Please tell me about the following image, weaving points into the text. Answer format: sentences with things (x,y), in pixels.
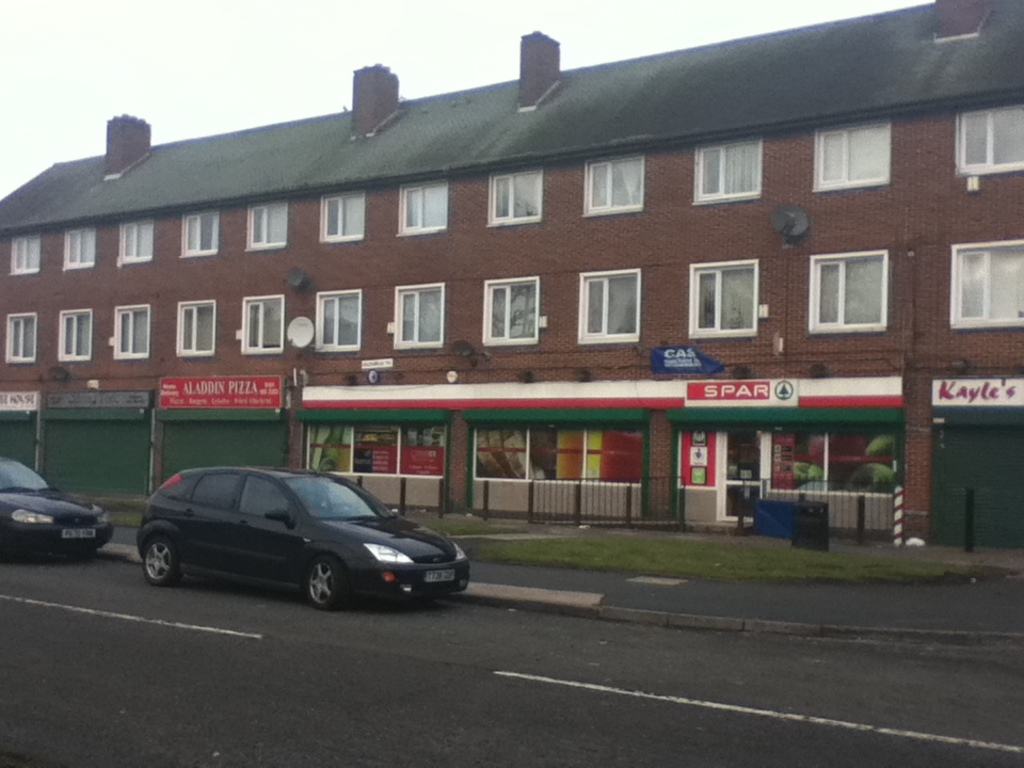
In the foreground of the image (206,553) we can see vehicles (149,546) parked on the road (108,632). In the center of the image (577,501) we can see barricades (685,506) and poles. In the background (327,306), we can see building (263,240) with windows (409,297), sign boards (449,386) with text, roof (478,123) and the sky (216,59).
